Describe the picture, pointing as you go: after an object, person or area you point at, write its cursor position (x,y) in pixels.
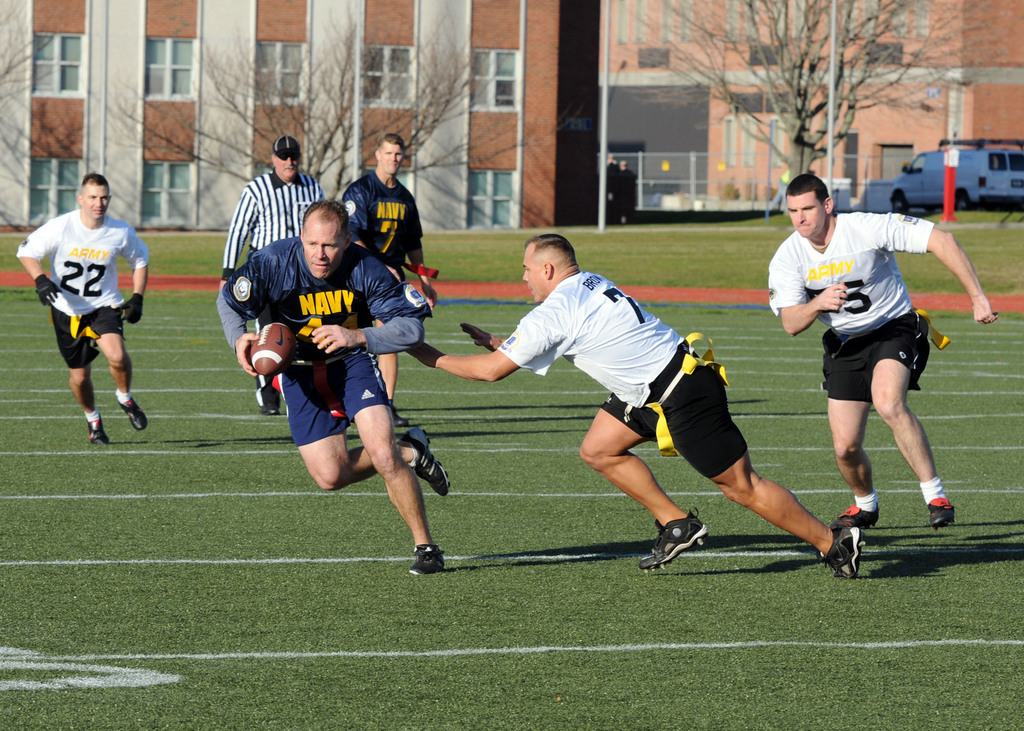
In this picture there are three people (893,422) running and there is a man (344,391) holding the ball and he is running and there are two people (301,177) walking. At the back (121,91) there are buildings (608,137) and trees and there is a vehicle (1018,152) and there is an object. At the bottom (274,653) there is grass (680,479).
